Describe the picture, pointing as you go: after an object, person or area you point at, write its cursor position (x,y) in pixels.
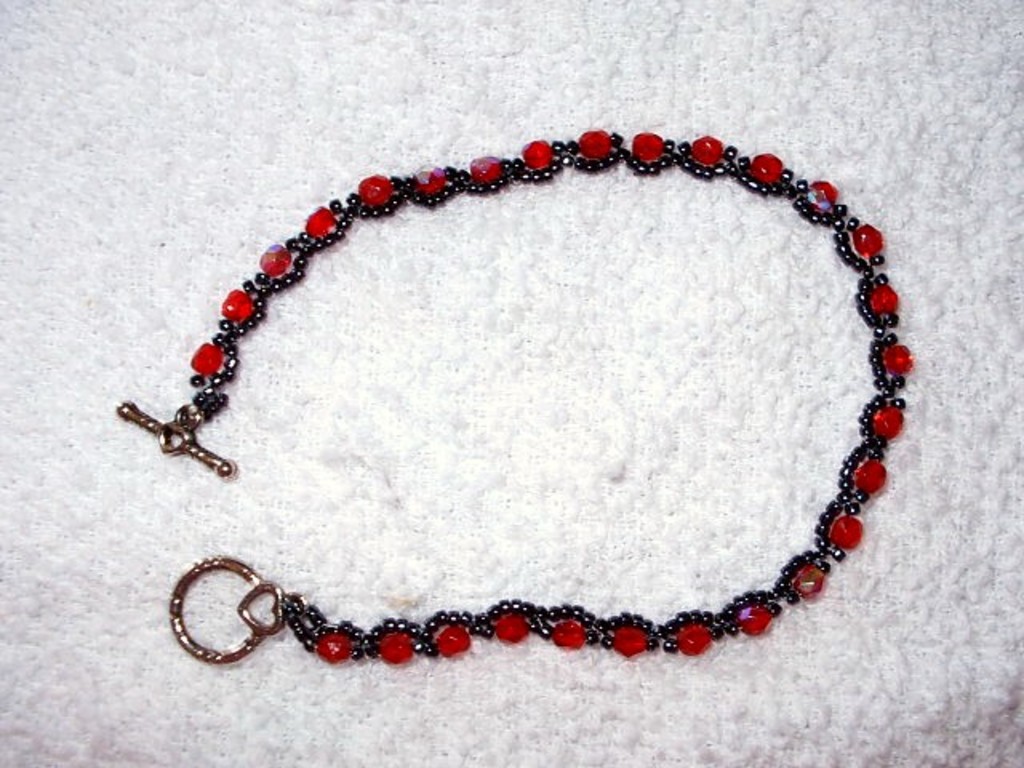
Here I can see an ornament (271,283) which is made up of red and black color gems (525,167). It is placed on a white surface (490,417).
